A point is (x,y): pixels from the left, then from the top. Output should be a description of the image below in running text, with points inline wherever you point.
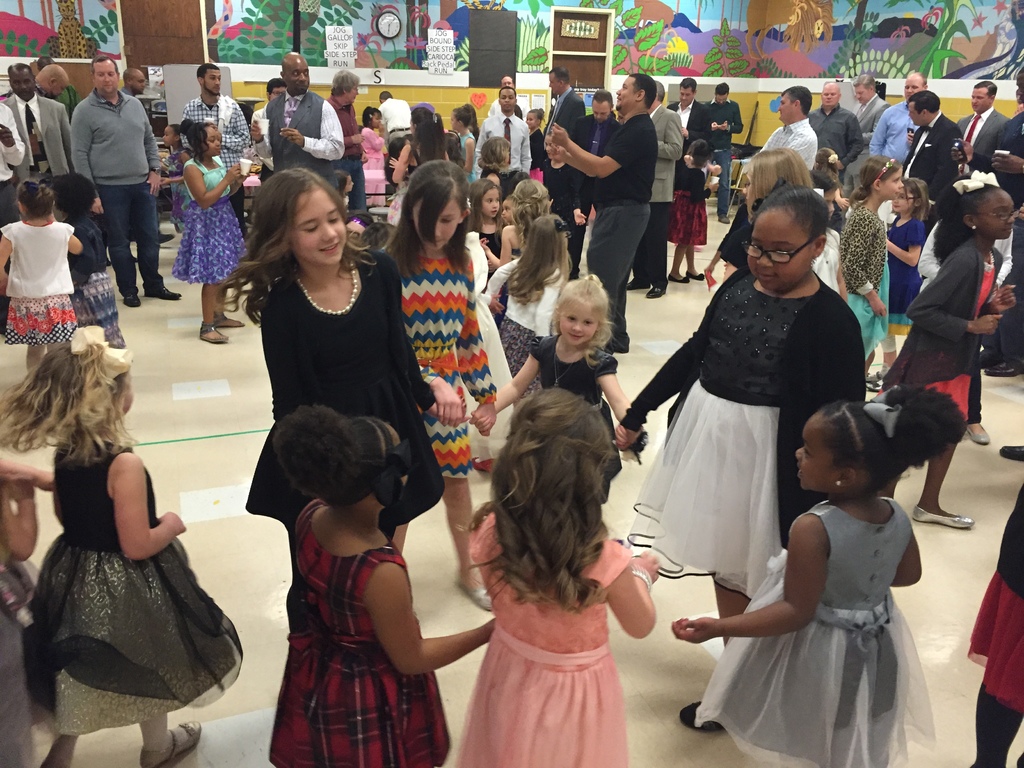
In this image there are persons (262,239) standing and playing. In the background (842,33) there is painting (854,37) on the wall (817,39) and there is a clock (385,36) on the wall (423,22) and there are doors (568,60).
